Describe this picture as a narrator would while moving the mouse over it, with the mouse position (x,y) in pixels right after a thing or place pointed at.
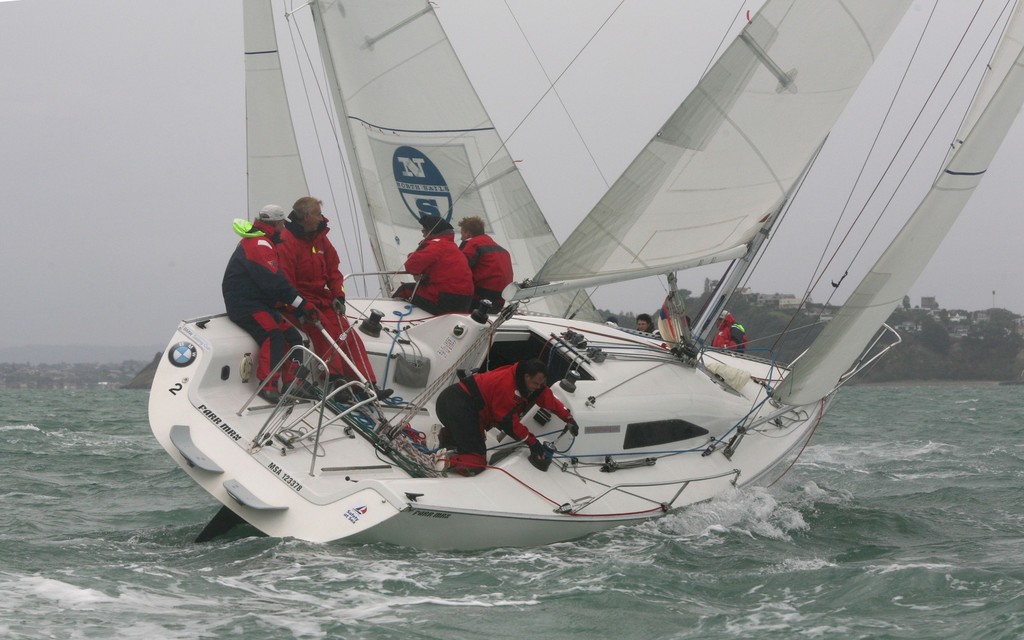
In this image there is the sky (132,139) truncated towards the top of the image (150,89), there is water (105,514) truncated towards the bottom of the image (479,613), there is water (42,489) truncated towards the left of the image (26,508), there is water (800,487) truncated towards the right of the image (1004,404), there is a boat (588,285) truncated towards the top of the image (735,60), there are persons (729,325) in the boat (371,335), there is an object (1004,334) truncated towards the right of the image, there is an object (34,368) truncated towards the left of the image (65,373), there is text (431,166) on the boat (401,374), the persons (312,295) are holding an object (342,355).
